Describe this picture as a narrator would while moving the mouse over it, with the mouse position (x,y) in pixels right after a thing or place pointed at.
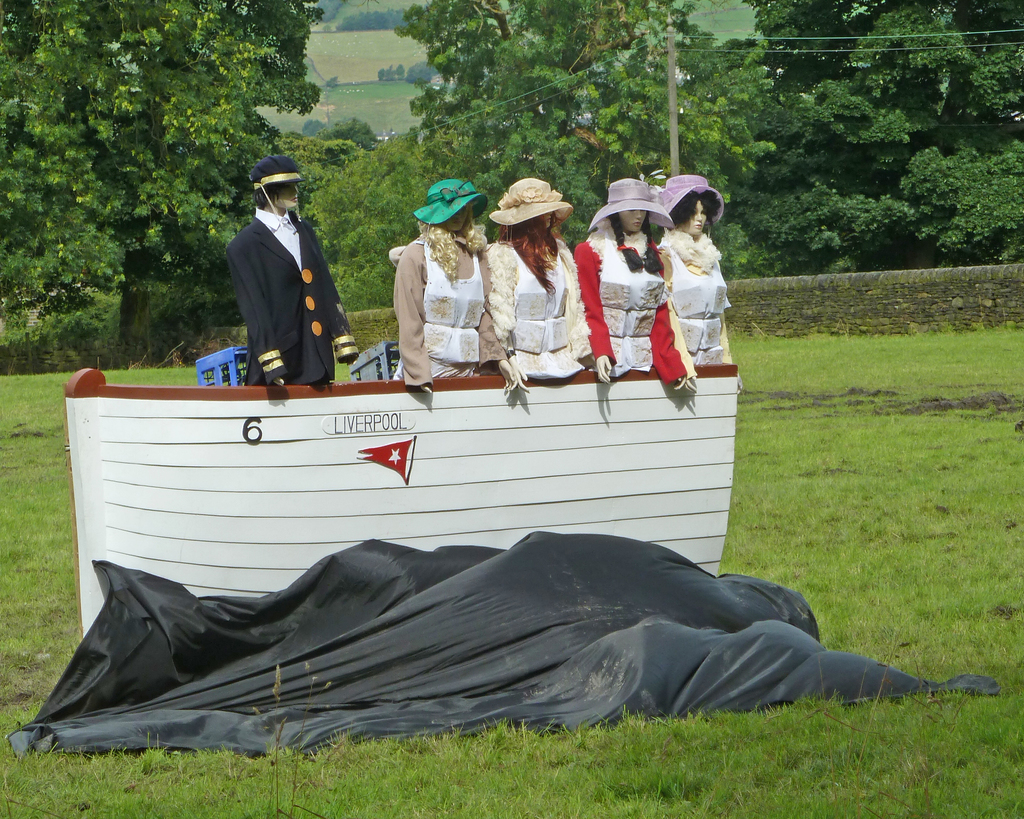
In the center of the image (557,329) we can see mannequins (598,321) with costumes (670,294). At the bottom (394,560) there is a board (155,479) and a cover (458,633). In the background (309,177) there are trees (686,120), pole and wires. At the bottom (681,736) there is grass (663,739).
